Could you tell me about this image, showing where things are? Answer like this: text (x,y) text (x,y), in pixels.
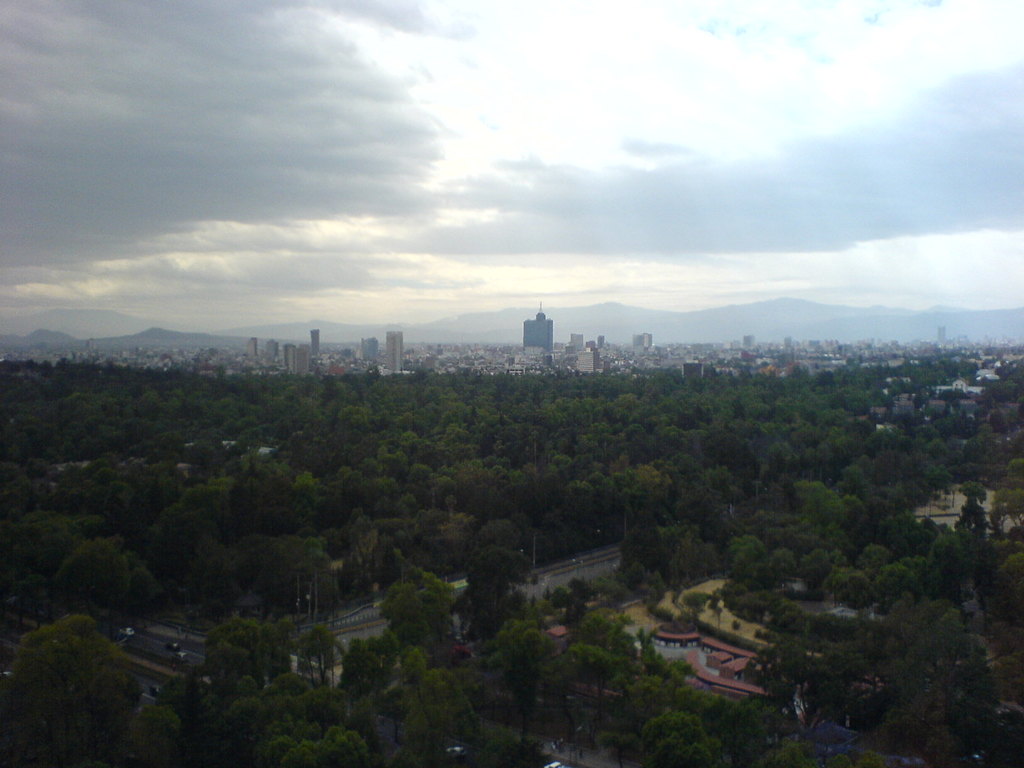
In this picture I can see trees (635,461). I can see the buildings (745,358). I can see tower buildings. I can see hills (441,331). I can see clouds (451,232) in the sky (463,208). I can see vehicles (170,644) on the road (192,661).
